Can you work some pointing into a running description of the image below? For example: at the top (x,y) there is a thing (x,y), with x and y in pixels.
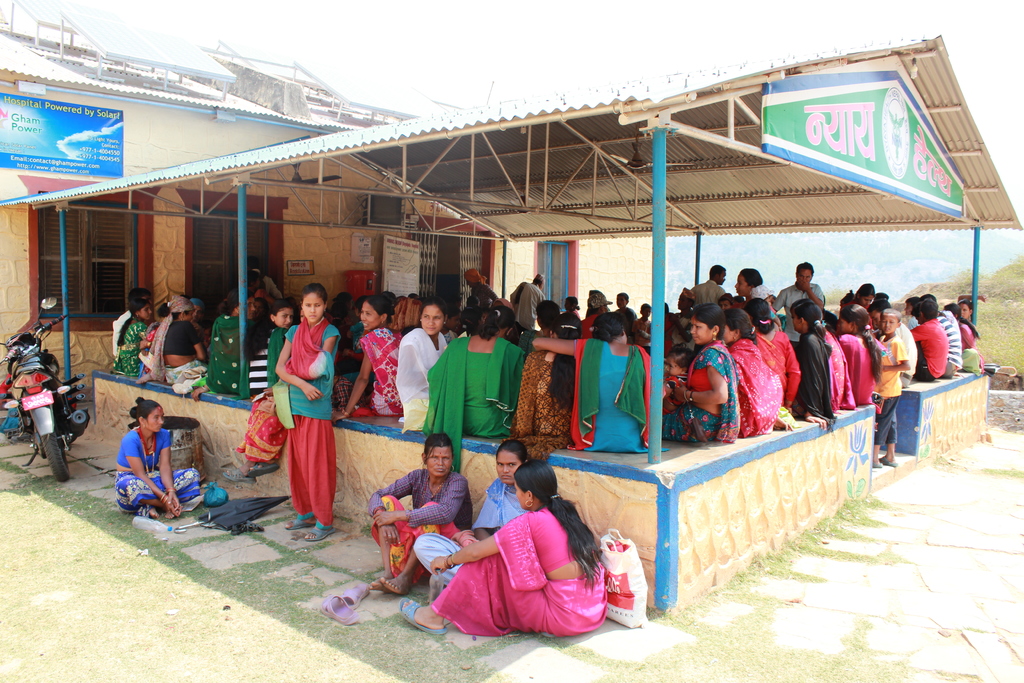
In this image I can see a hall (202,202) in which group of people (870,320) are sitting on the fence (673,464). On the top (426,57) I can see the sky (619,40) and boards (807,162). This image is taken during a day.
